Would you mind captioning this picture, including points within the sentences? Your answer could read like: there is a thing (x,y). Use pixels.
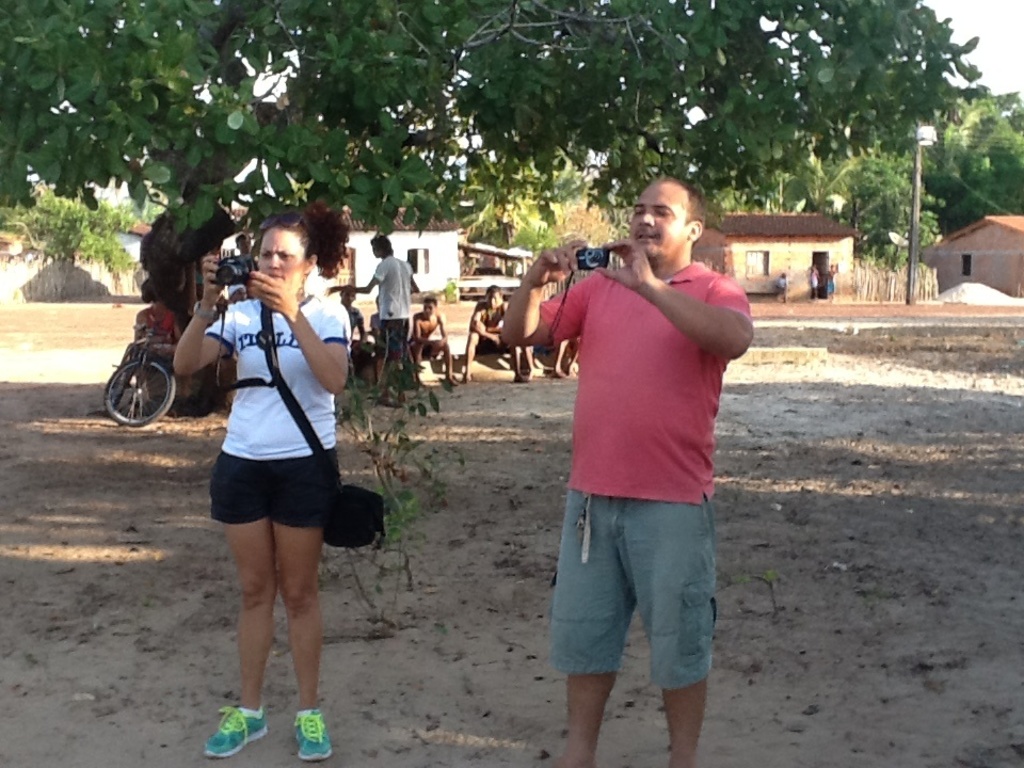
In this picture we can see a group of people (694,523) on the ground (719,499) and in the background (647,144) we can see houses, trees (647,144), sky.
